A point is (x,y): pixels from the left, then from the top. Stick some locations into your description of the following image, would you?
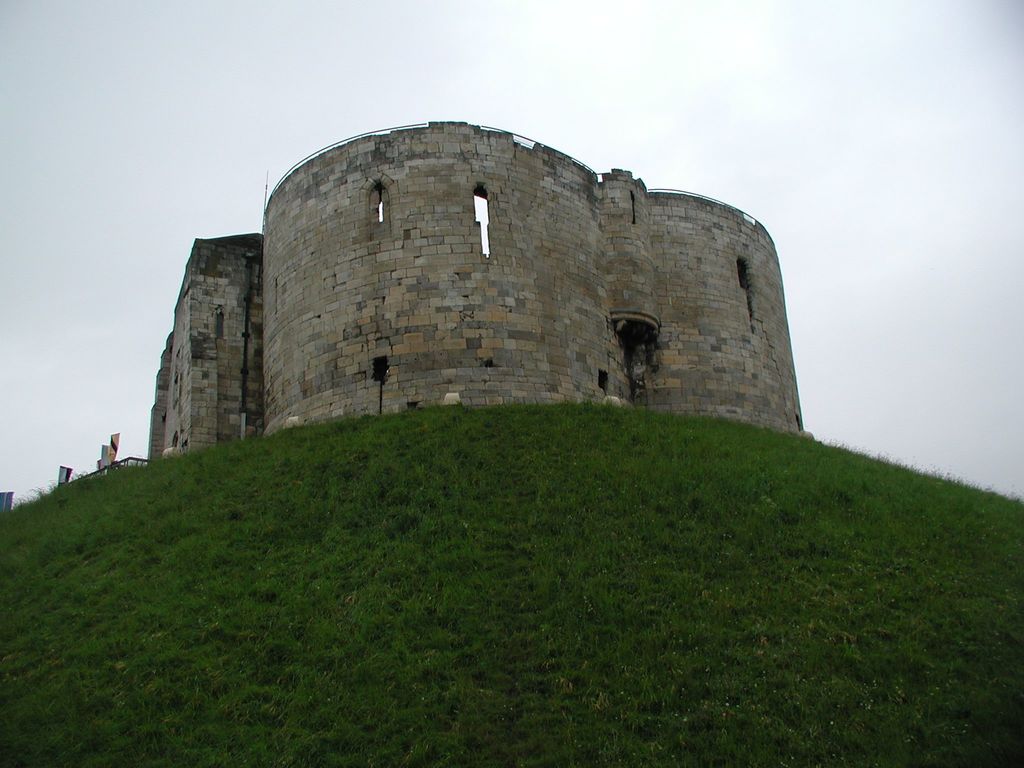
In this image we can see one big fort (433,382) on the mountain (150,474), some green grass (360,584) on the surface (50,517), some poles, some objects (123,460) on the surface (952,517) and at the top (288,82) there is the sky (827,186).
